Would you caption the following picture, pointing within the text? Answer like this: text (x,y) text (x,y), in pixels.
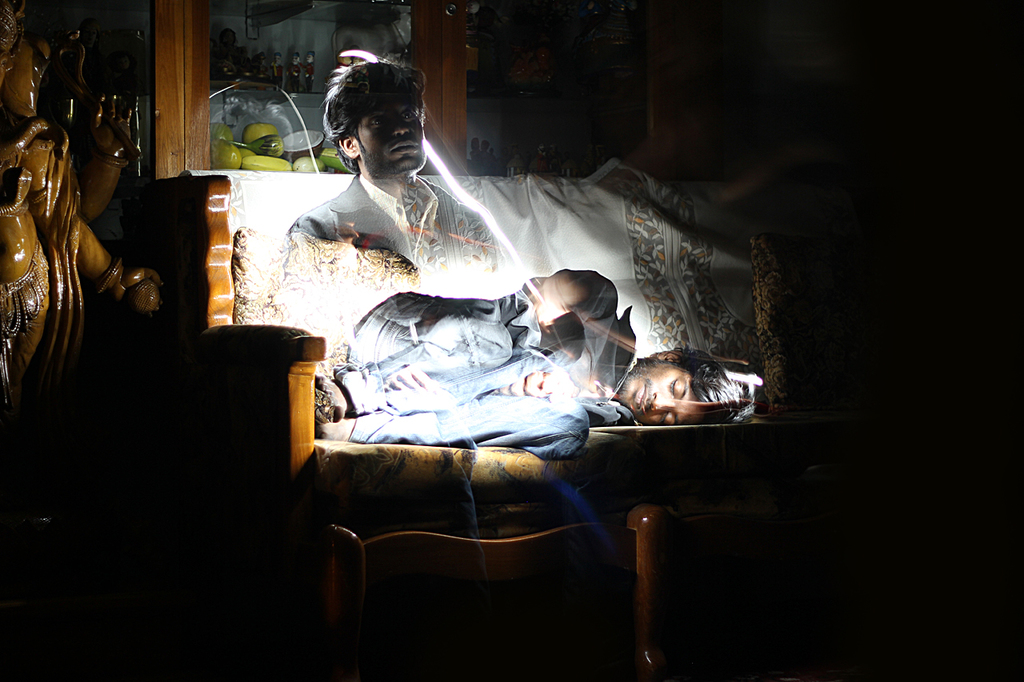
In the image on the sofa (294,400) there's a man (562,383) lying on it. And there is another man (363,190) in transparent. On the left side of the image (35,328) there is a statue (52,281). In the background (164,53) there is a glass cupboard (242,64) with few items (227,107) in it.
